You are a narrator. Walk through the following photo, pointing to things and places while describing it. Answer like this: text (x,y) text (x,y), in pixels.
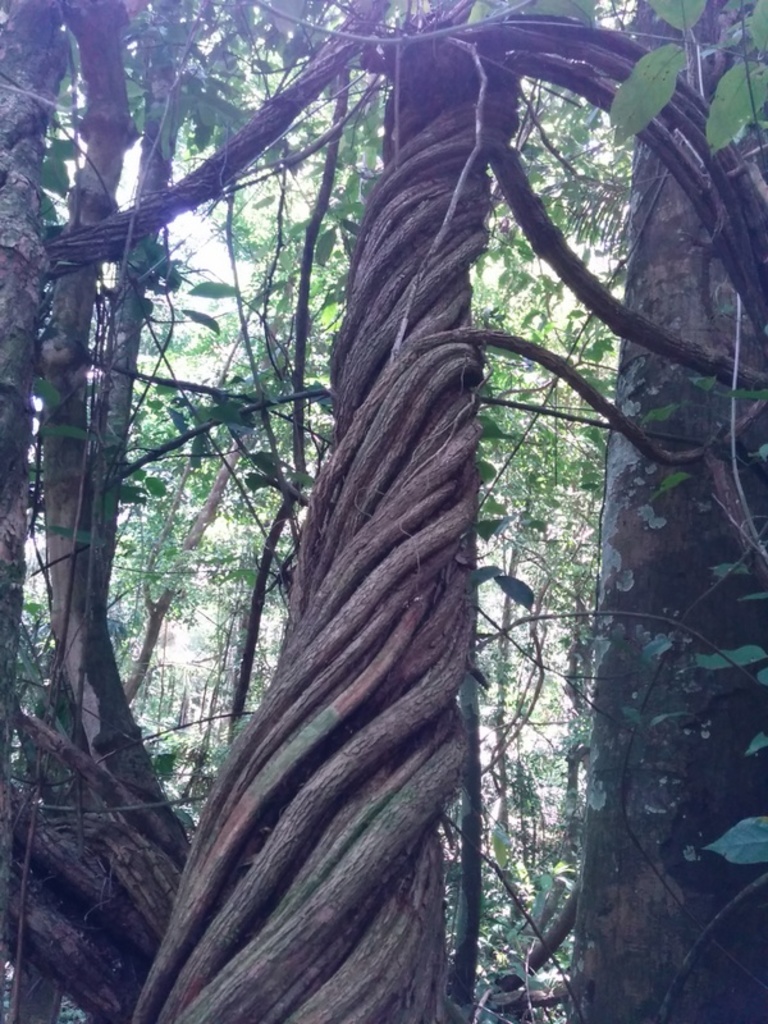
In the picture we can see full of trees (314,820) and leaves (574,735) to it.
